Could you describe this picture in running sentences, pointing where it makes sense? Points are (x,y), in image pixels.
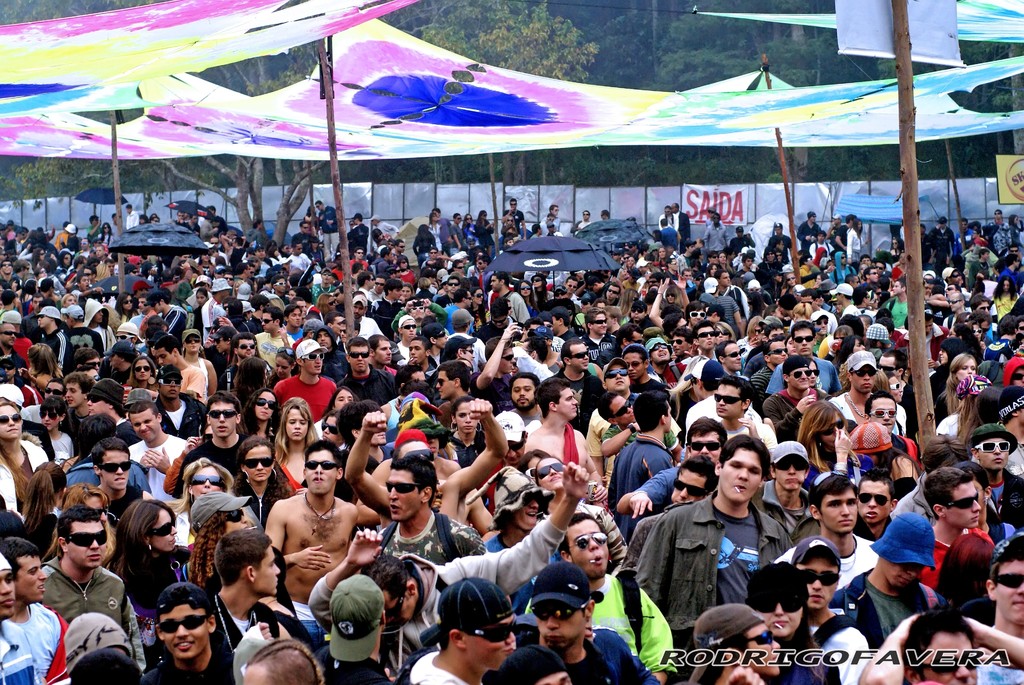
In this picture I can see so many people (256,353) are in one place, around we can see the fence (383,188) and some trees (291,70). we can see a cloth (212,86).
